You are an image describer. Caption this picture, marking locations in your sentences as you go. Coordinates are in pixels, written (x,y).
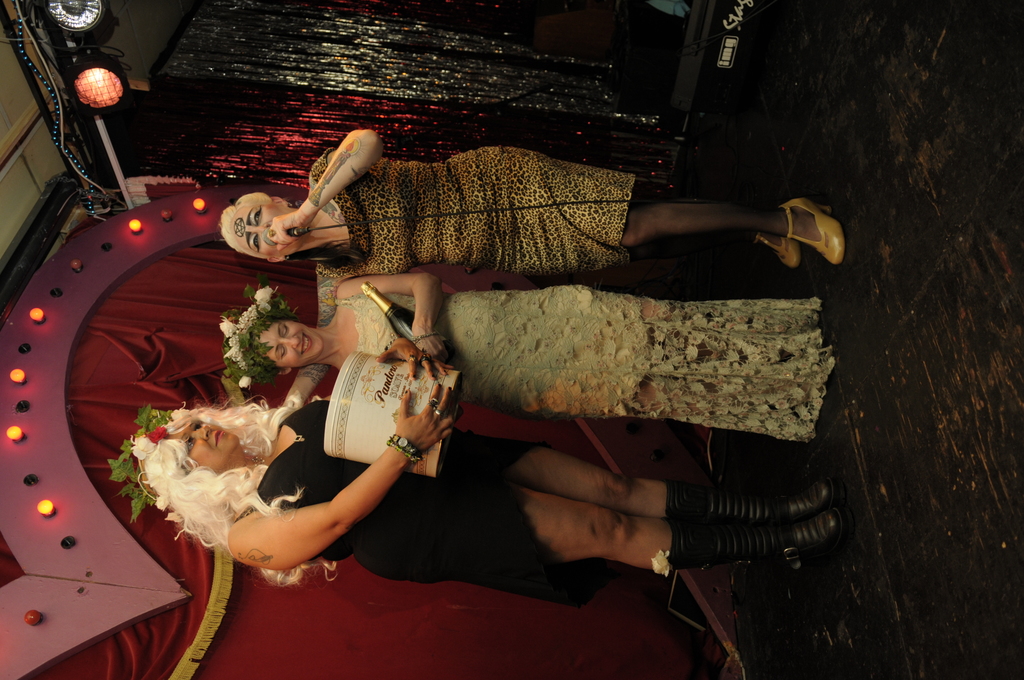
In this picture we can see three woman (666,382), the middle person (441,351) is holding a bottle (368,289) and the right side woman (408,219) is holding a microphone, behind them we can see few lights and curtains (163,287).
